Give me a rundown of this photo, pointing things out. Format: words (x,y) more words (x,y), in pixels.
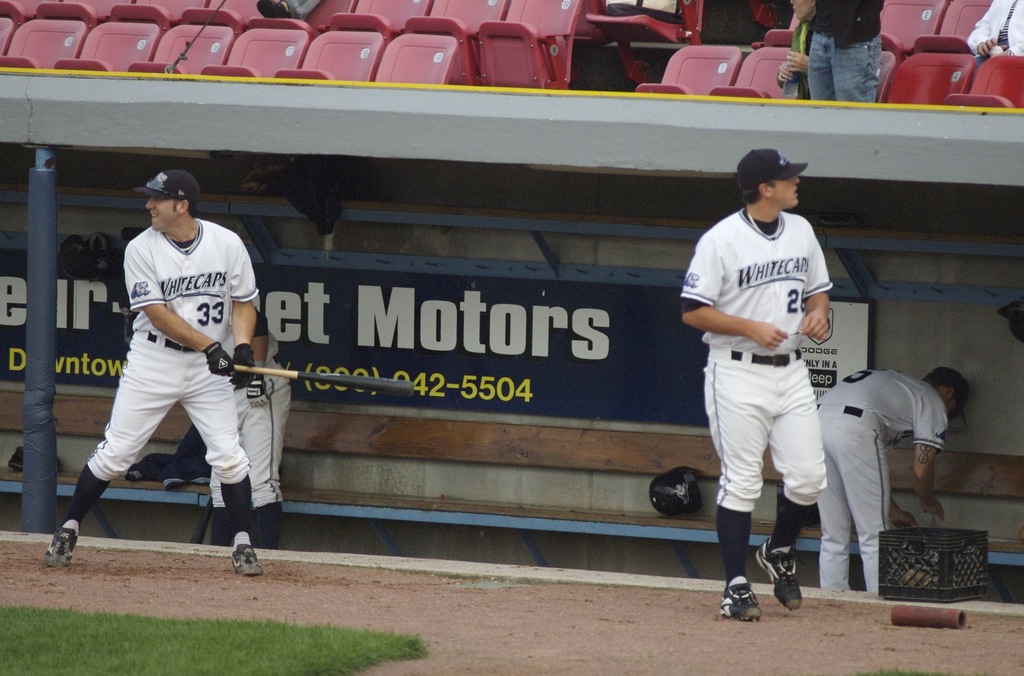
In this image I can see four persons (825,271) on the ground (504,600) and grass (402,649). In the background (477,293) I can see a fence (587,133), boards (454,293) and group of people (875,47) on the seats (505,56). This image is taken during a day.
